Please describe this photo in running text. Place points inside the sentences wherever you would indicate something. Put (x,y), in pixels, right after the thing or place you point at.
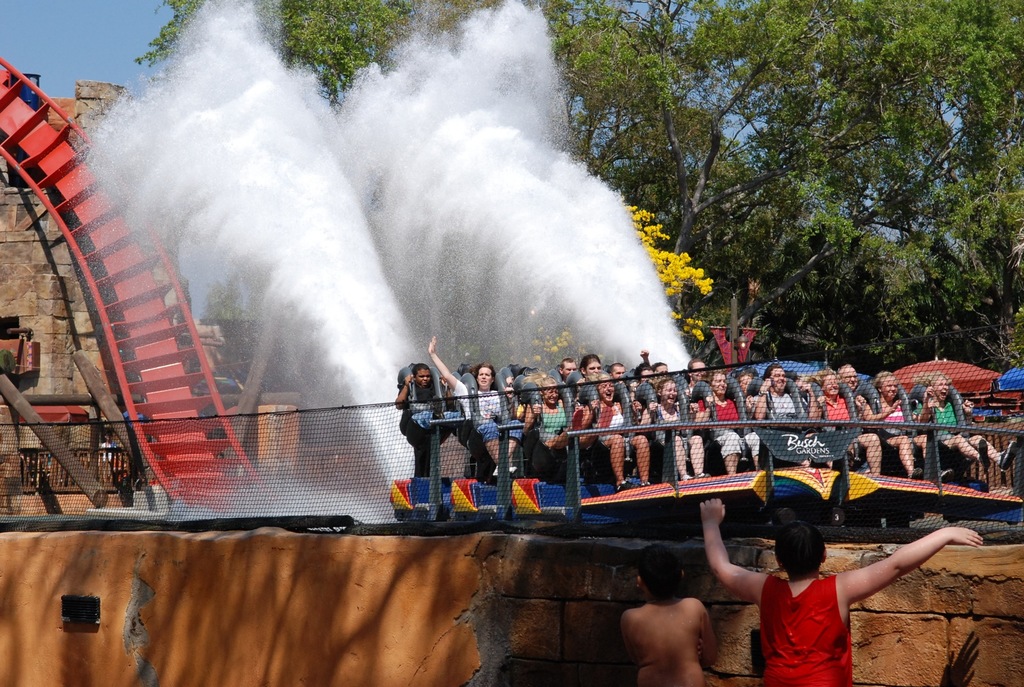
This picture describes about group of people (670,414), few are seated and few are standing, in the background (596,229) we can see water (344,283), a track (182,413), few trees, flowers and tents (964,391), and also we can see fence (392,453).
